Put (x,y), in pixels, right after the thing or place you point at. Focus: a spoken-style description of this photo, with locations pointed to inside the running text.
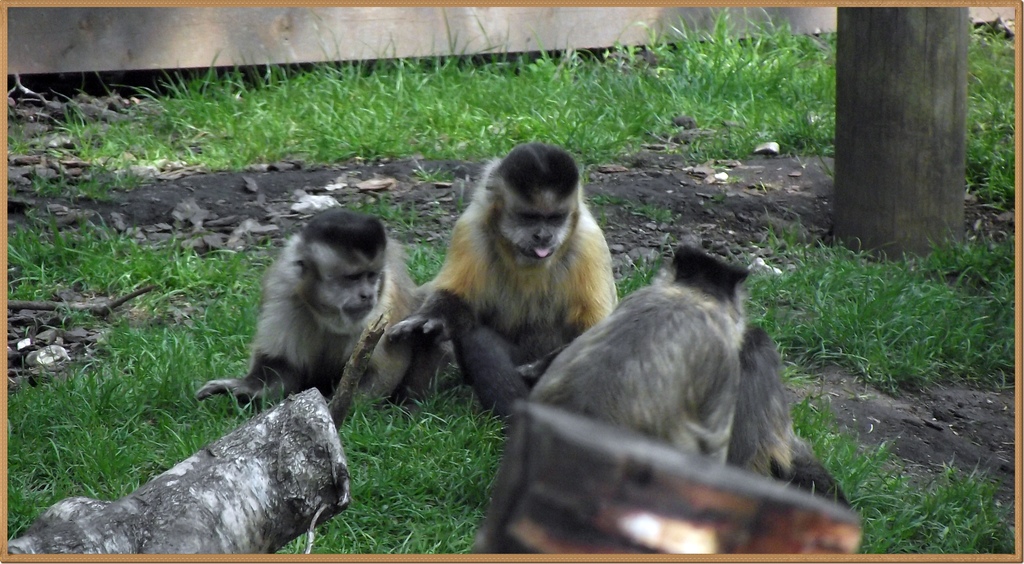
In this picture we can see animals (362,281), grass (621,287), wooden objects (939,7), leaves (79,337) and tree trunk (890,11).
